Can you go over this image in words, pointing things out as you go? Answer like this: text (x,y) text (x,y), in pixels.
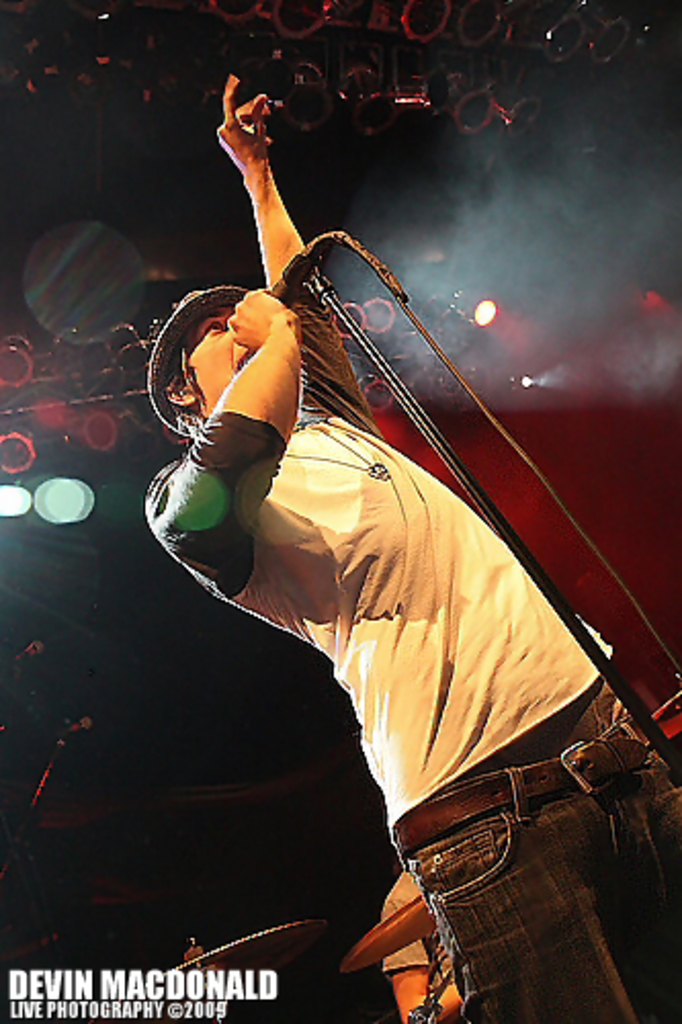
In this picture we can see a man (452,867) wore a cap (175,348) and holding a mic (286,295) with his hand (255,320) and at the back of him we can see a person (444,964), musical instruments (305,923), lights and some objects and in the background (386,167) it is dark.
